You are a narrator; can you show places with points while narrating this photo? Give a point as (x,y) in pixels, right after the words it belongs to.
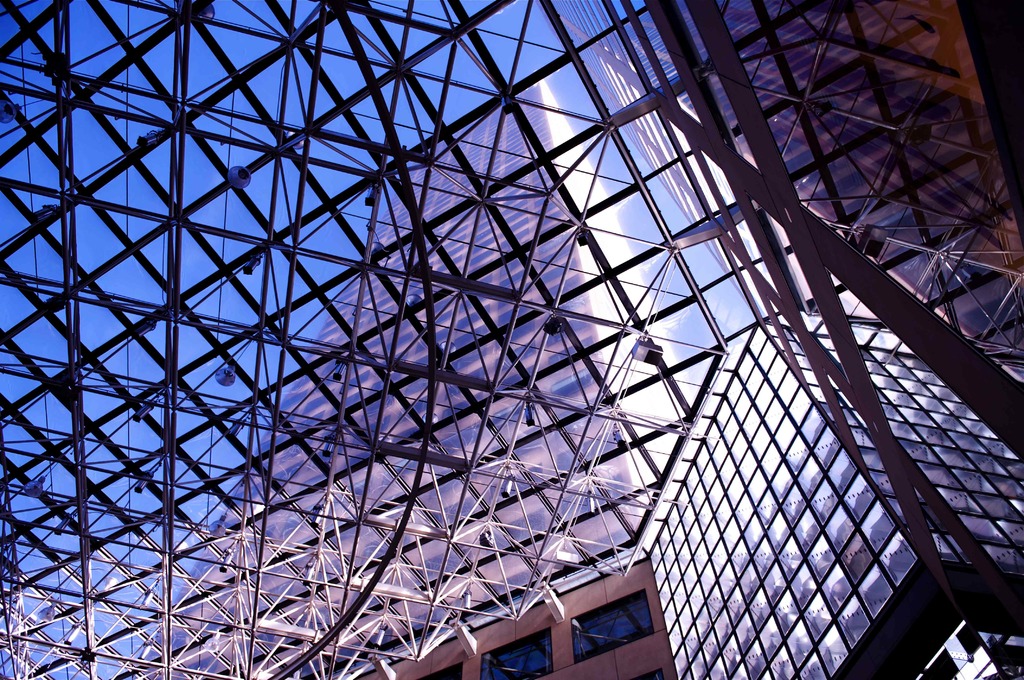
In this image there is a building (468,153) and there is an architecture (234,110). There are many metal rods (184,53). There are few lights (232,373).
